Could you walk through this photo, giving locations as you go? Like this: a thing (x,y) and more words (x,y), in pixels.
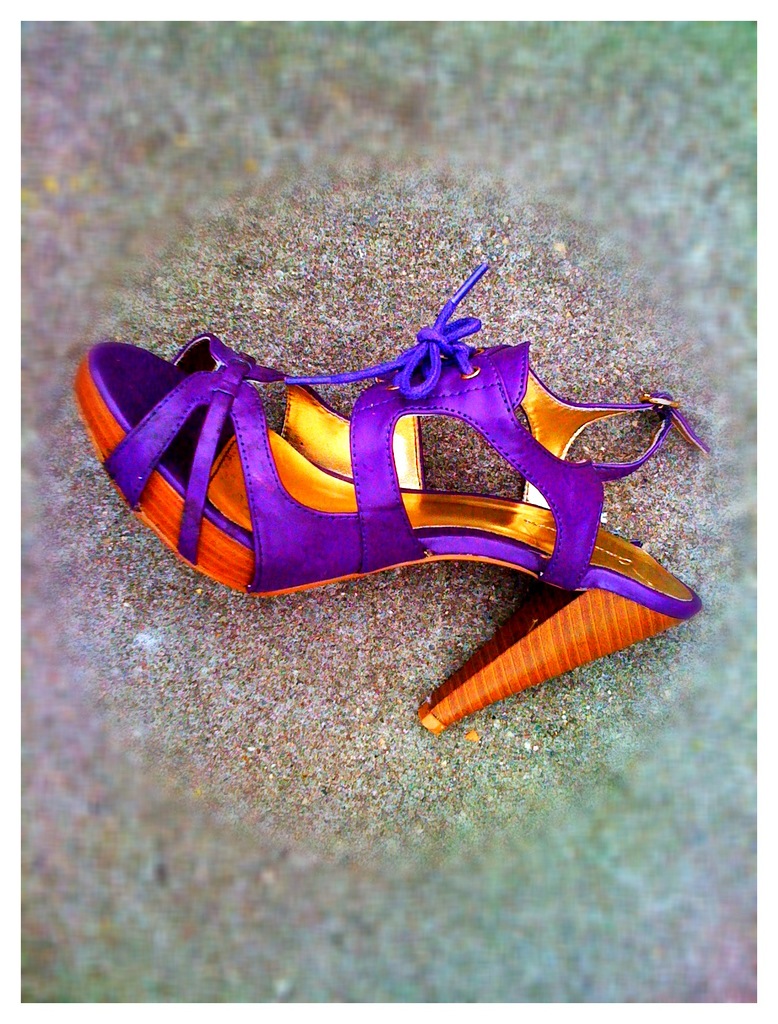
In this image there is a heel (376,499) on the ground (325,650). There are laces (411,357) and a buckle (645,395) to the heel (386,446). The edges of the image are blurry.
